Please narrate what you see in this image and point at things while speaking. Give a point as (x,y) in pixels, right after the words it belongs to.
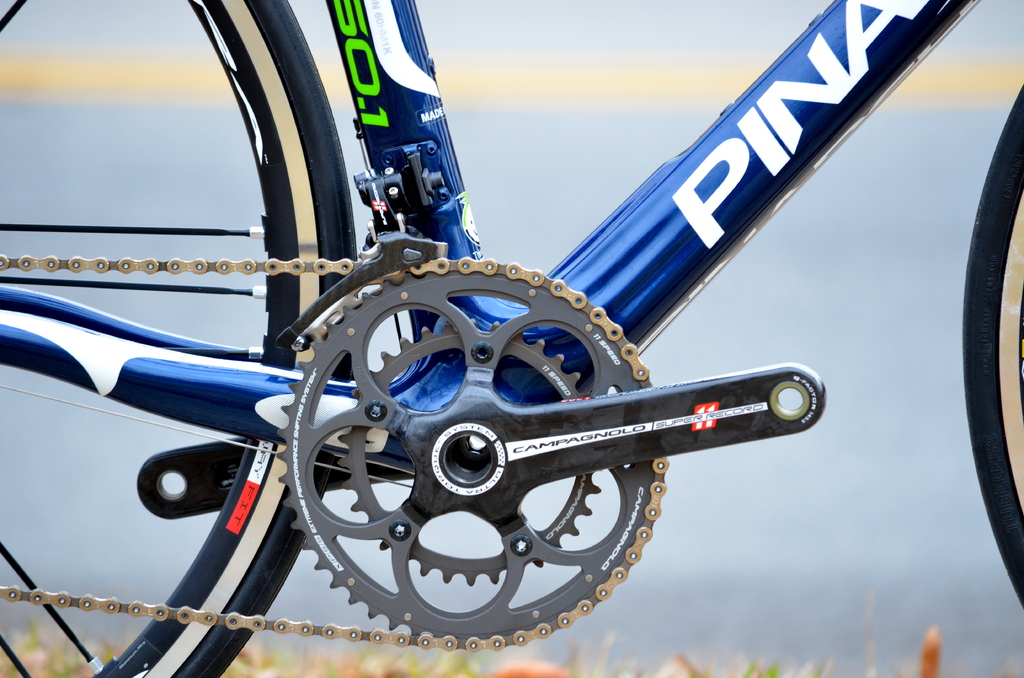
This is a picture of a bicycle (326,301) on the ground (529,648) and in the background (548,640), we can see the road (826,304).
